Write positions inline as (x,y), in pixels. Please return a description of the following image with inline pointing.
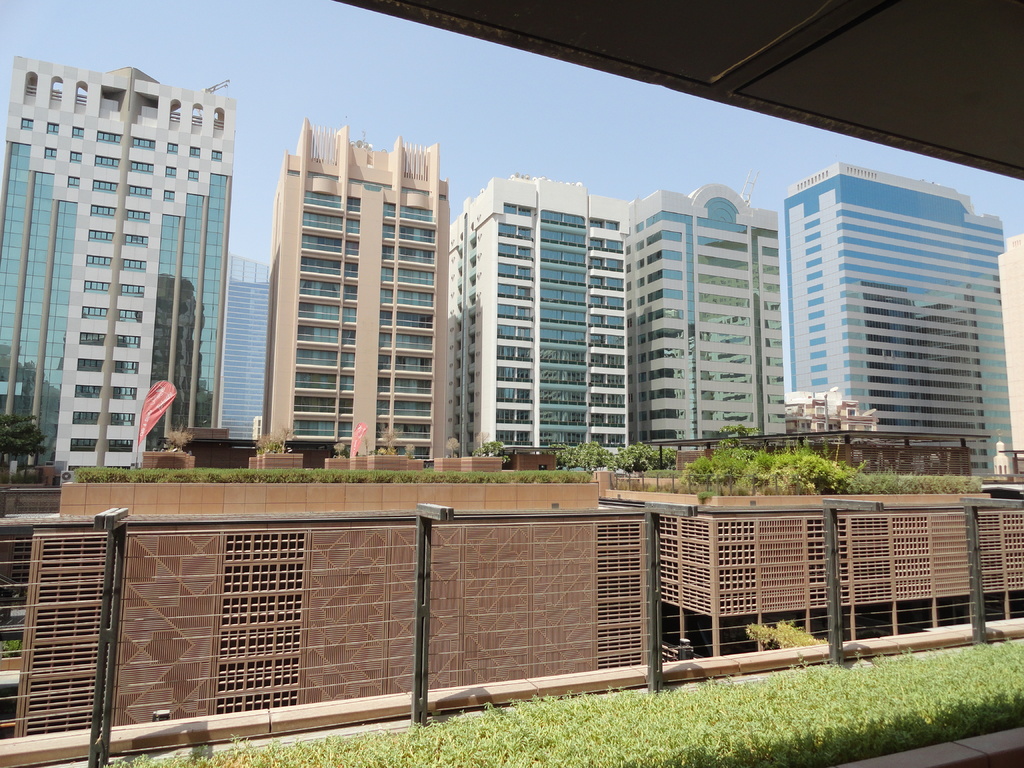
In this picture, I can see five buildings (482,301) and at the bottom (264,757), I can see few trees (938,719) which is planted towards left (174,391) i can see red color small piece of flex (165,404) and towards right (712,464) in the middle (653,450) few trees (627,456).
